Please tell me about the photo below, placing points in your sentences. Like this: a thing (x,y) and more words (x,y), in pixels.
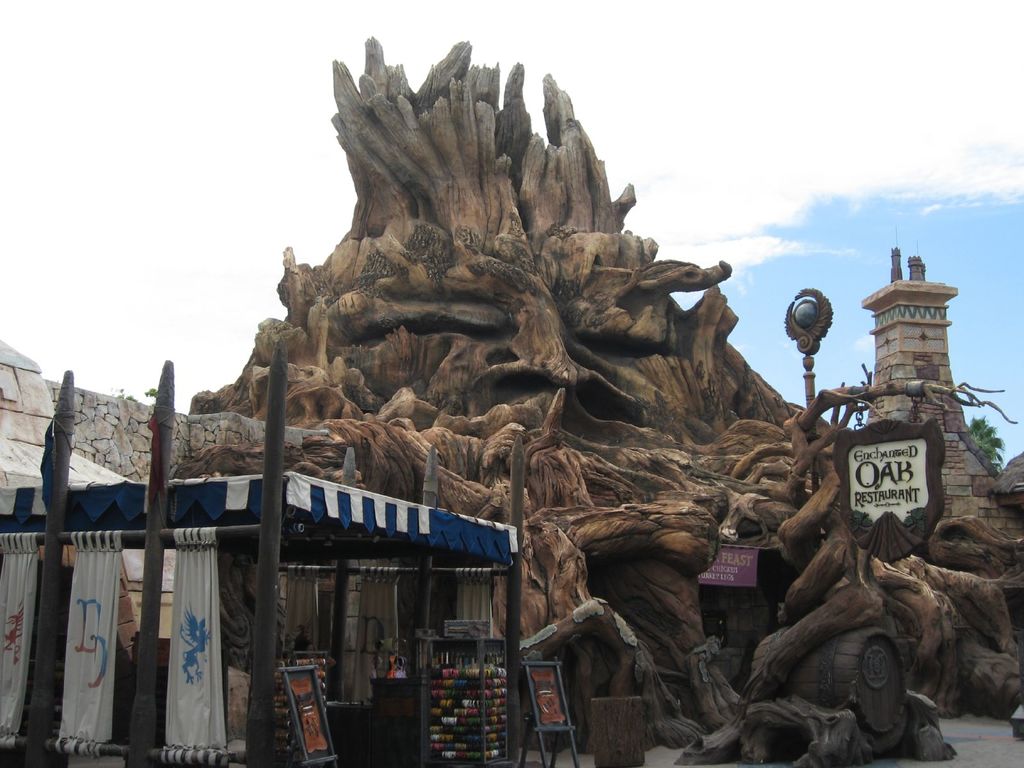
In the center of the image (650,348), we can see a wooden structure (529,278) and we can see boards (861,467) with some text (880,500) and there are curtains (470,588), a tent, poles (335,693) and we can see some other stands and there is a building (954,452), a rock wall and a tree (976,442).
